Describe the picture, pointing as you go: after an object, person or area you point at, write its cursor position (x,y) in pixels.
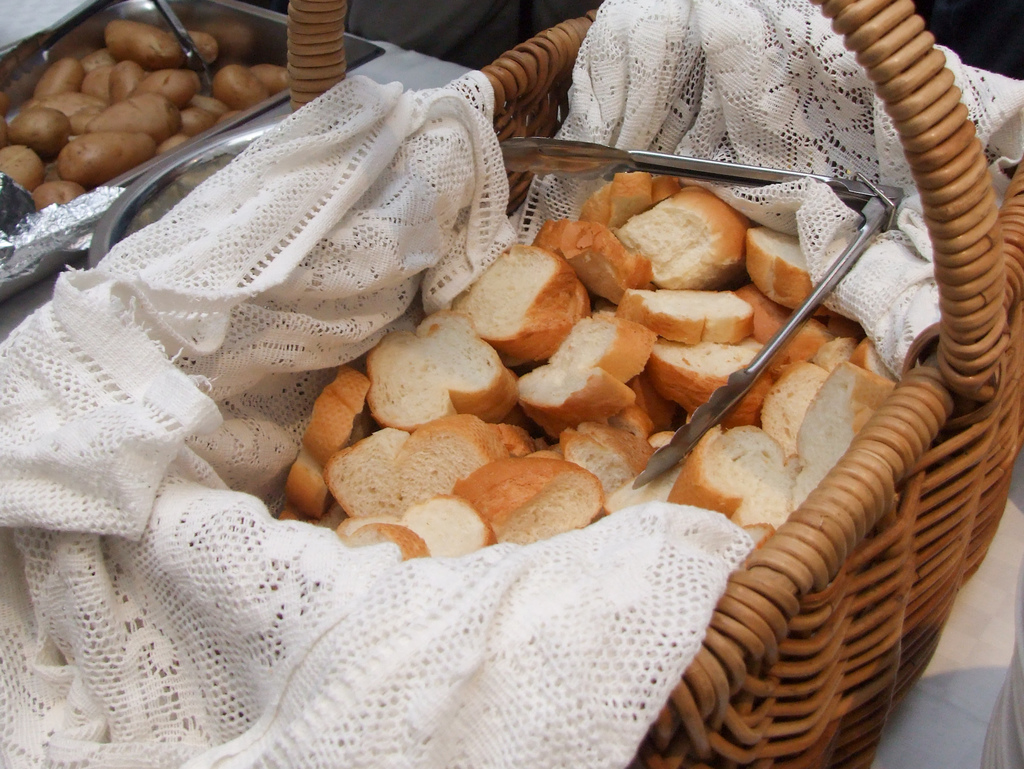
In this picture, we can see some food items (359,388) in baskets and container (216,104), we can see basket (772,640) with white cloth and some metallic object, we can see some white color object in the bottom right side of the picture (1004,716).
